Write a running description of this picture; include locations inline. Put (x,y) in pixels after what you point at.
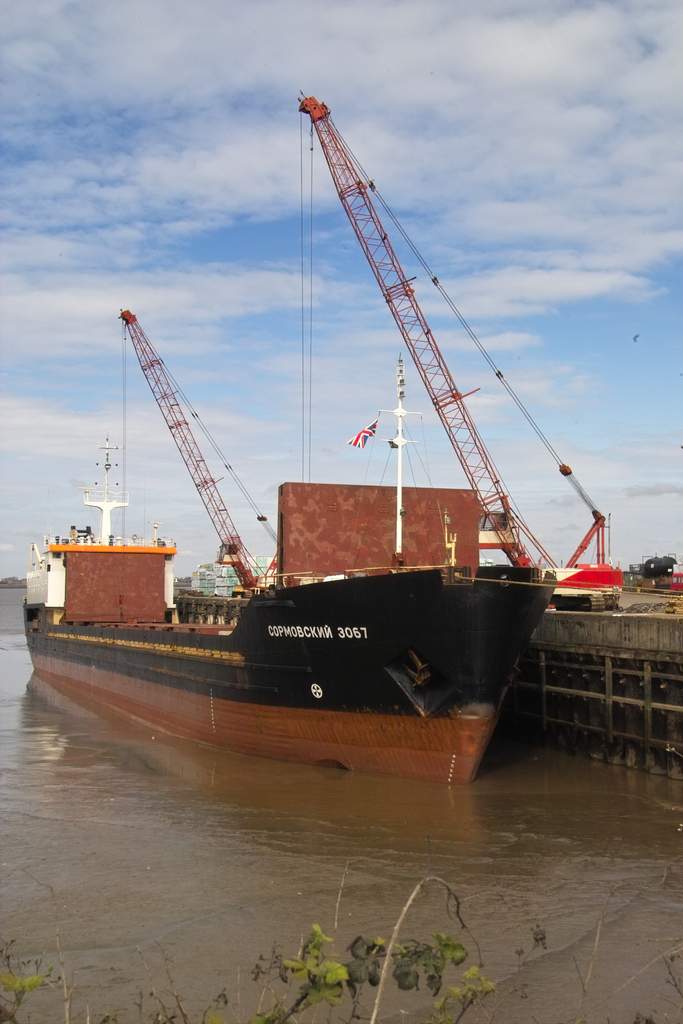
This image consists of a ship (419,532). And there are cranes (594,604). At the bottom (510,865), there is water (37,829) along with the plants (288,1017). At the top (254,237), there are clouds (543,509) in the sky (393,468). The ship (311,701) is in brown and black color.
